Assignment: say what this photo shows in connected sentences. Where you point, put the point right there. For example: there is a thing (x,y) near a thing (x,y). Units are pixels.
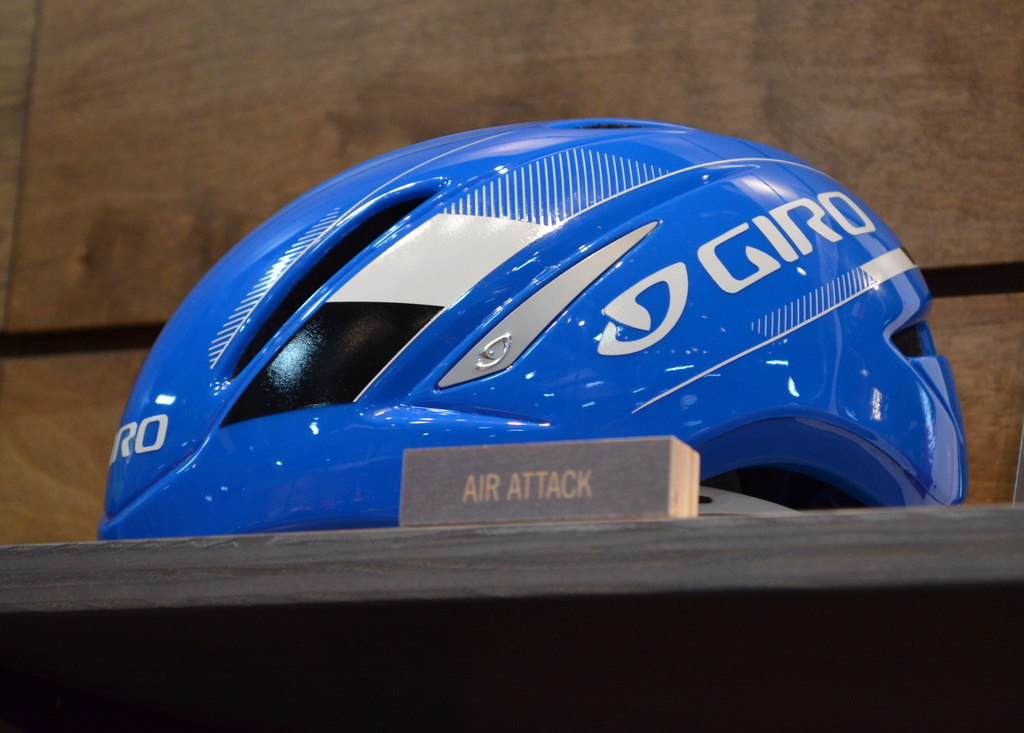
This image consists of a helmet (493,348). It is in blue color.
